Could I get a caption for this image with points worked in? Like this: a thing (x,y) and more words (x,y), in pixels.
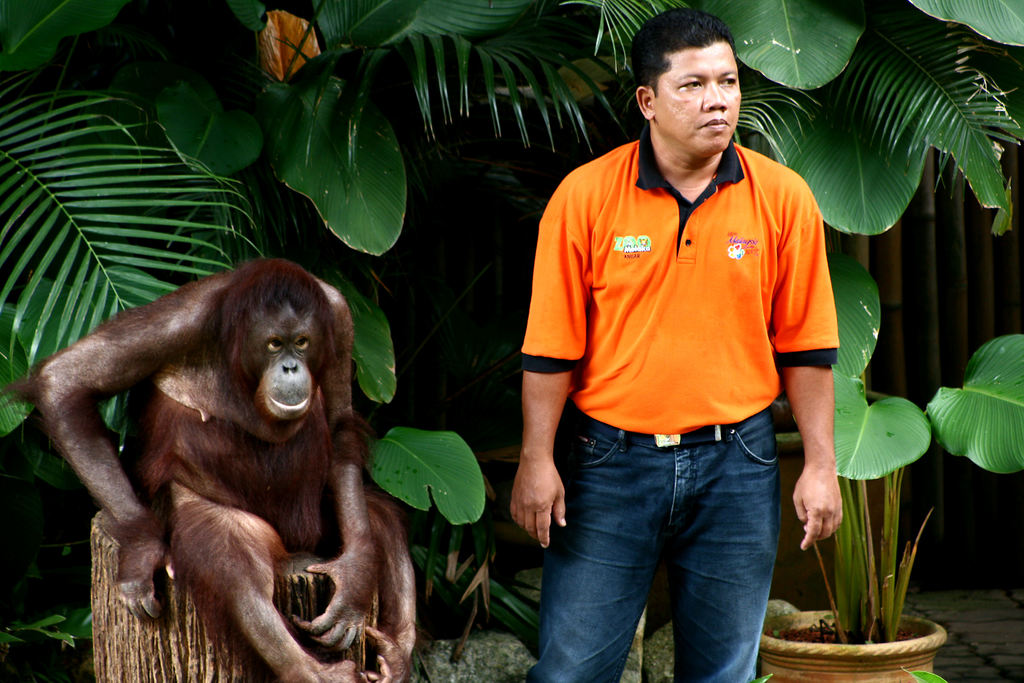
In this picture there is a man (770,474) wearing orange color t-shirt (761,309) is standing in the front (567,620). Beside there is a brown color orangutan (229,517) sitting on the small tree trunk (184,609). In the background (124,137) there are some green plants (186,251).
